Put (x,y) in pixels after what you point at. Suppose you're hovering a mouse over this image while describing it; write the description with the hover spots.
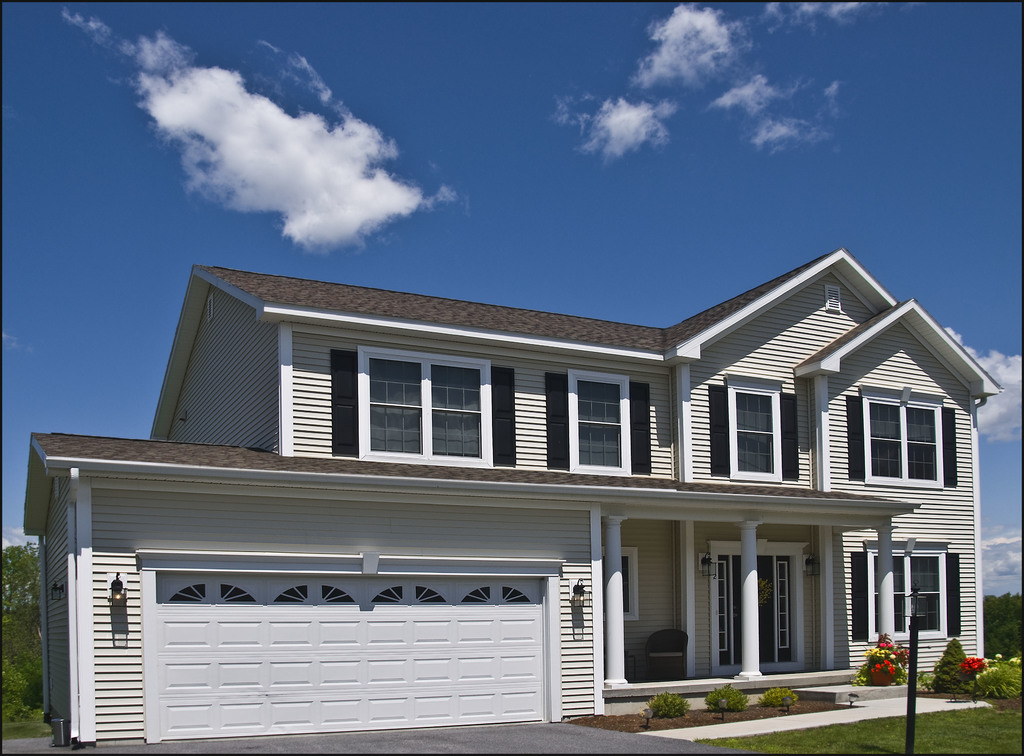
In this image I can see building (394,549), trees (24,602), pole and glass windows (599,433). Building (546,449) is in white and brown color. The sky (519,289) is in white and blue color.
